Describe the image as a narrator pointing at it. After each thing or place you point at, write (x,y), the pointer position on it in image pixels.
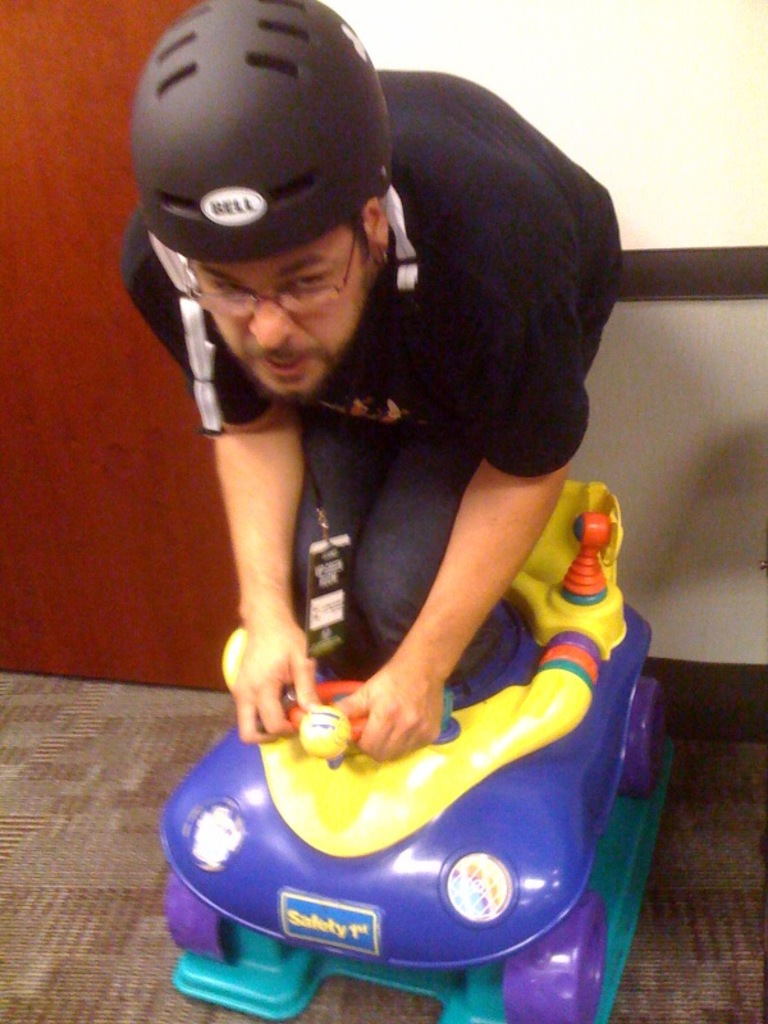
In the center of the image (273,667) we can see a man (355,658) crouching on the toy car (400,760). He is wearing a helmet (235,207). In the background (656,252) there is a wall (650,126) and a door (92,323).
